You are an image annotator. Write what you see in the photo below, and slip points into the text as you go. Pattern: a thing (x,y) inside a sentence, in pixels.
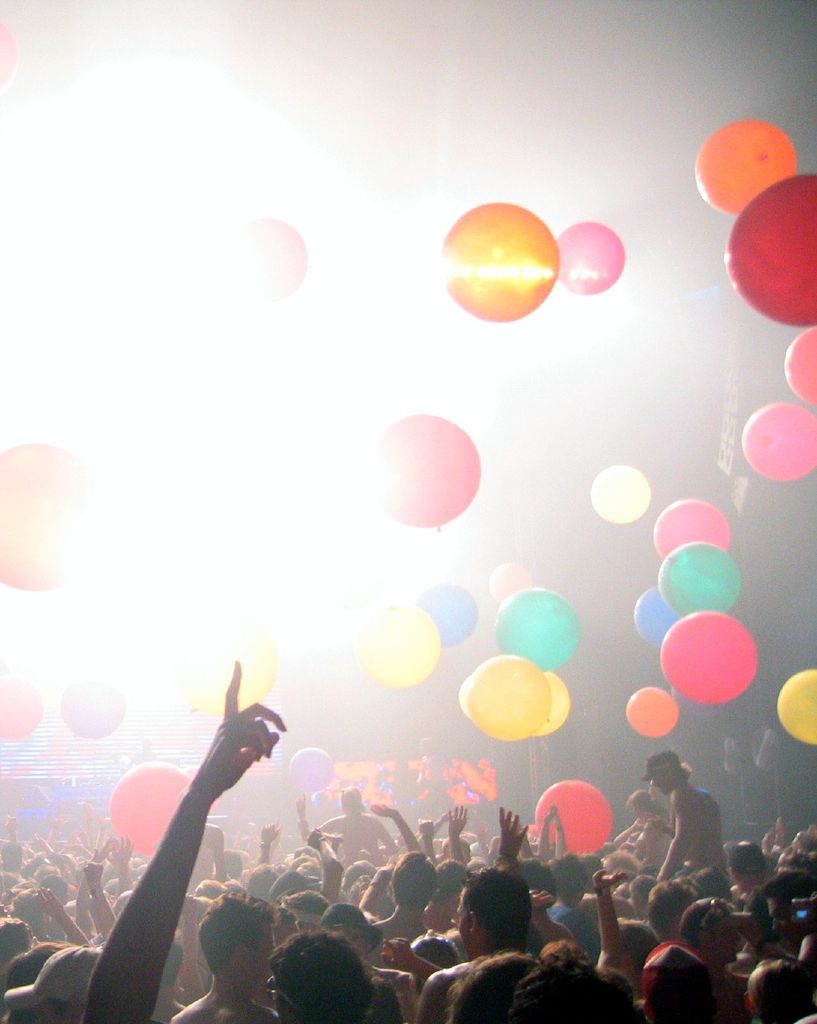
In this image there are many balloons (750,294) which are of different colors and they are flying in the air (257,627) and there are also some people (404,824) over here and mostly they are men (696,993) who are shirtless and they are in a dancing state and here is a kind of stage (269,780).
